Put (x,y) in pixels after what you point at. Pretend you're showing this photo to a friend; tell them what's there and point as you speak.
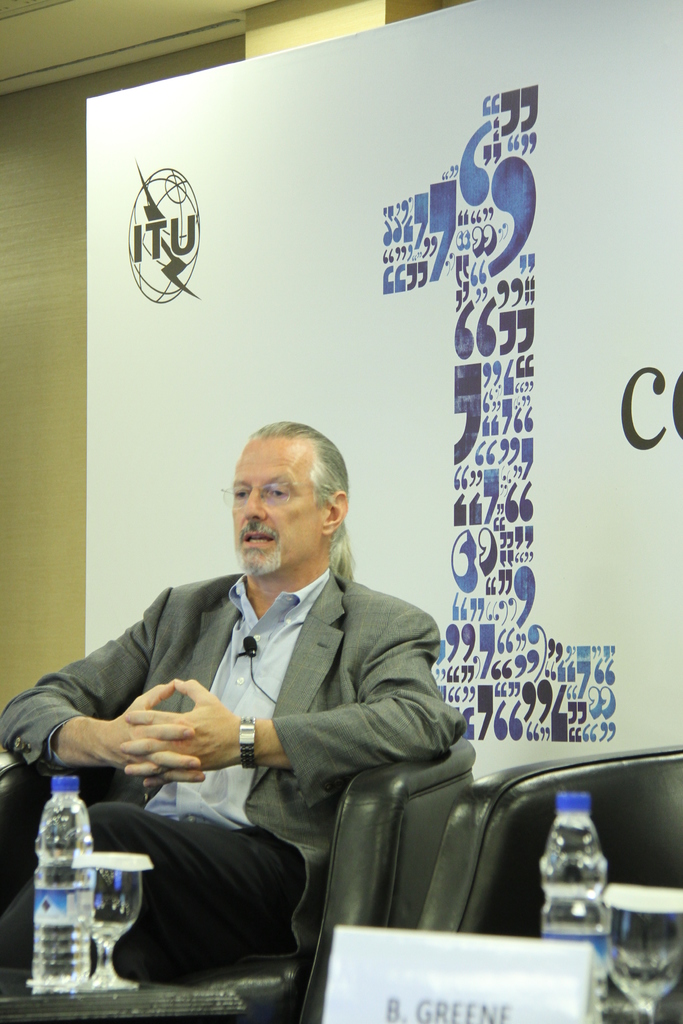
a person (287,770) is sitting on a chair (423,784). in front of him there is a glass (98,962) and a bottle (81,910). behind him there is a banner (268,268) on which ITU is written.
